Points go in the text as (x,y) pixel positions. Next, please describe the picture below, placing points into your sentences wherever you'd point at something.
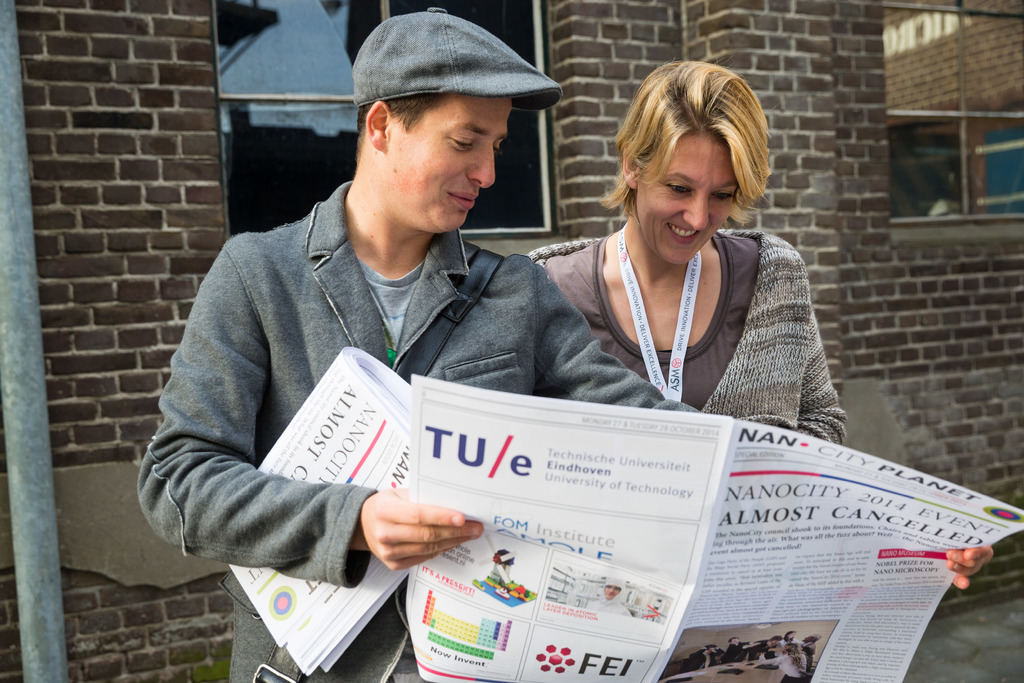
Here in this picture we can see a man (483,180) and a woman (671,165) standing over a place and both of them are holding a newspaper (578,534) and smiling and the man (469,272) is wearing a coat (359,274) and cap (400,62) on him and behind them we can see a building (592,134) with couple of windows (404,6) present.
